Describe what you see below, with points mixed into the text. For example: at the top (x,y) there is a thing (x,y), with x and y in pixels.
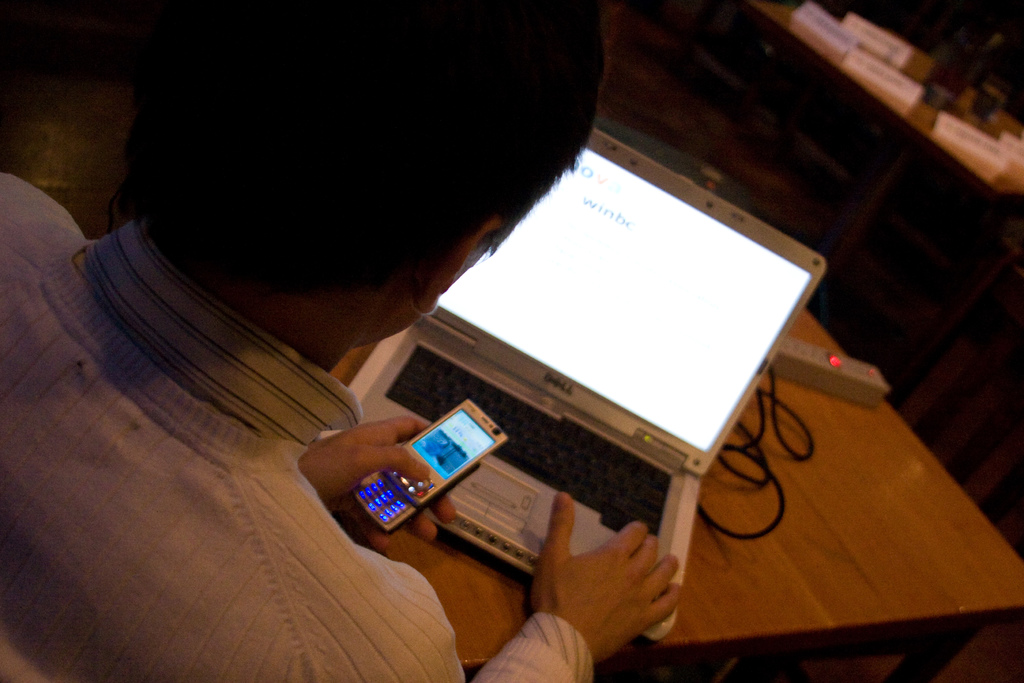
In this picture we can observe person (138,259) in front of brown color table (693,587), holding a mobile (430,475) in his hand (389,438). We can observe a laptop (601,399) placed on the table (870,522). There is a black color wire (760,437) in the background (916,66) we can observe table (892,105) on which there are white color name boards (861,56) placed.
